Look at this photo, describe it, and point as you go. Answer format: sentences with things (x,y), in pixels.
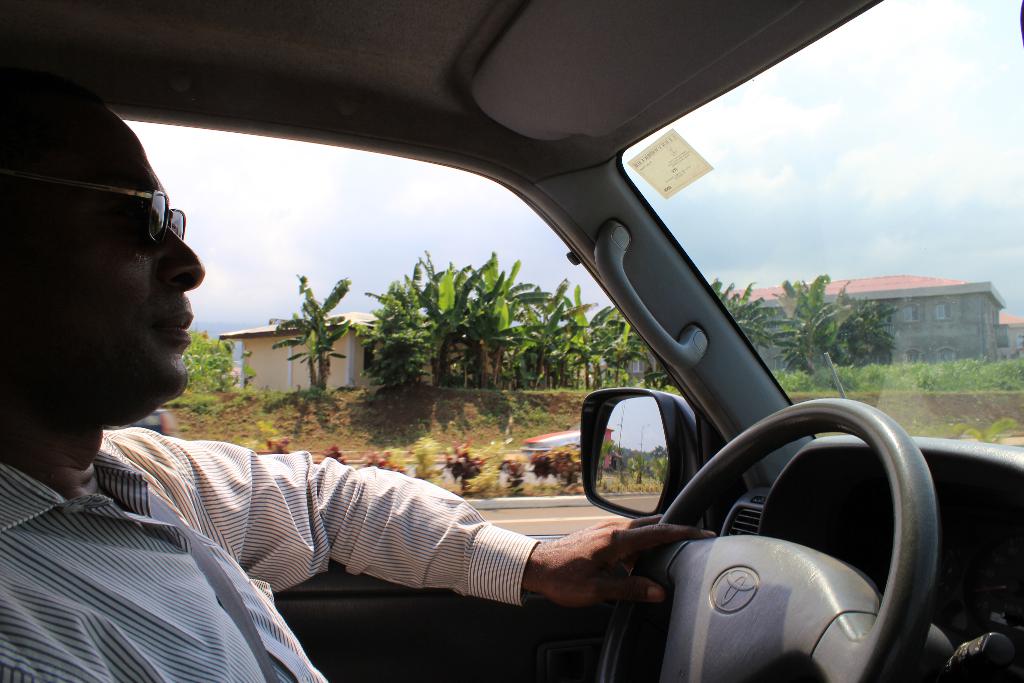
There is a person (163,353) wearing specs (151,212) is holding steering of a car (694,520). In the background (432,361) there are plants (412,374) and buildings (985,313). Also there is sky (351,233) with clouds (305,249).
